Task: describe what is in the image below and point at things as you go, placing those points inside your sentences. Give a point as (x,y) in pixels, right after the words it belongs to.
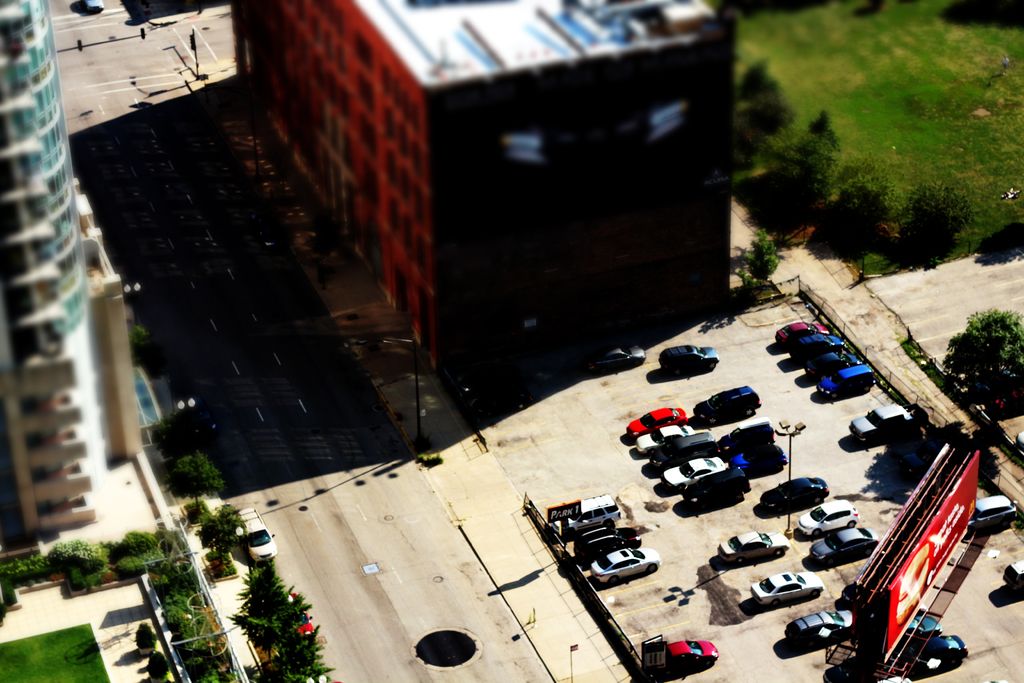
This is the picture of the top view of a place where we have some buildings (23,472), trees (1003,342), plants (876,228), cars (915,669) and a board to which there is a poster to the side.
